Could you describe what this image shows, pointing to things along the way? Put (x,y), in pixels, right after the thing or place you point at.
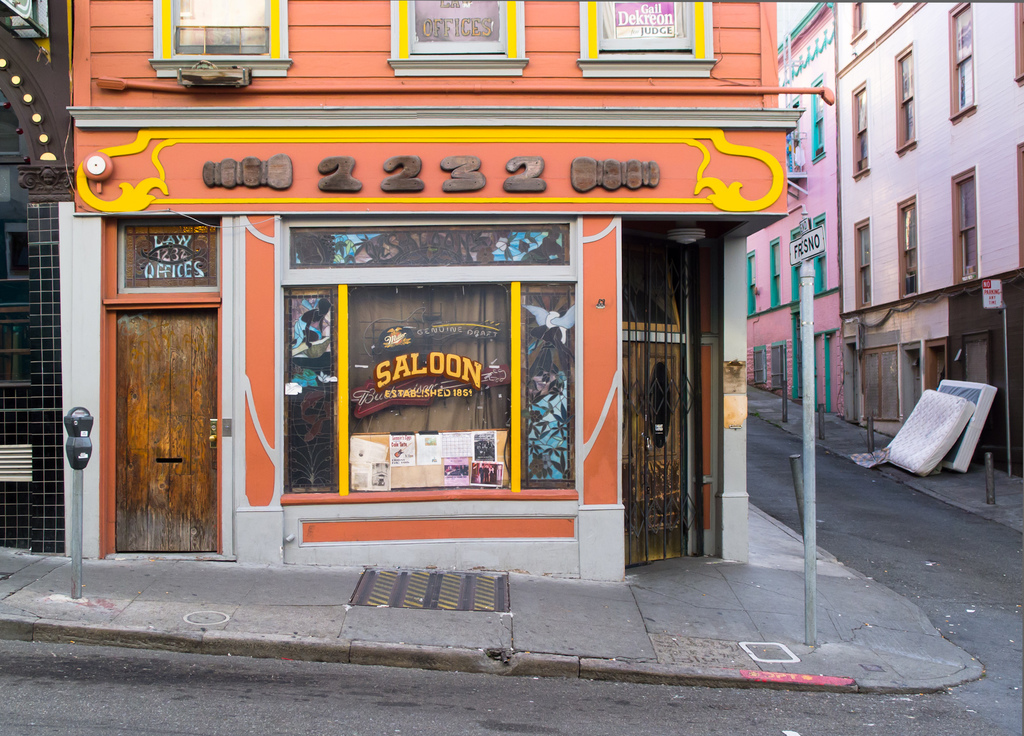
In the center of the image (559,286) we can see building (163,371). On the right (850,27) and left side of the image (11,489) we can see buildings (766,352) and road (833,538). At the bottom of the image (443,572) we can see road (494,693) and footpath (566,595).
